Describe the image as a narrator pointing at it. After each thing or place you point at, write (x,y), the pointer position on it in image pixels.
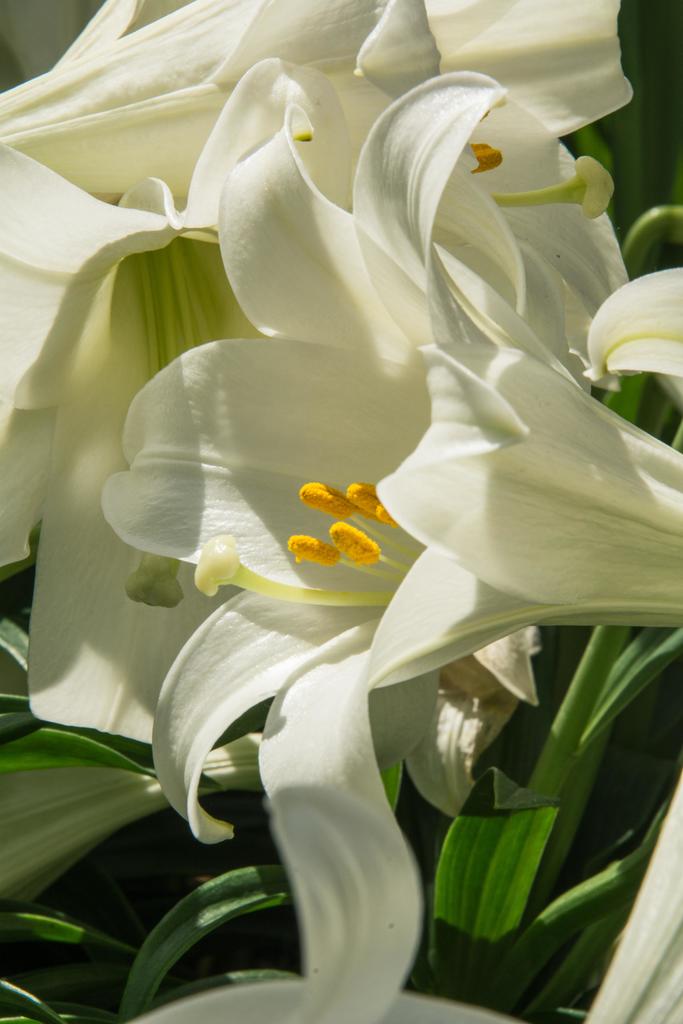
In this image we can see some plants (503,861) with white flowers (306,45).
